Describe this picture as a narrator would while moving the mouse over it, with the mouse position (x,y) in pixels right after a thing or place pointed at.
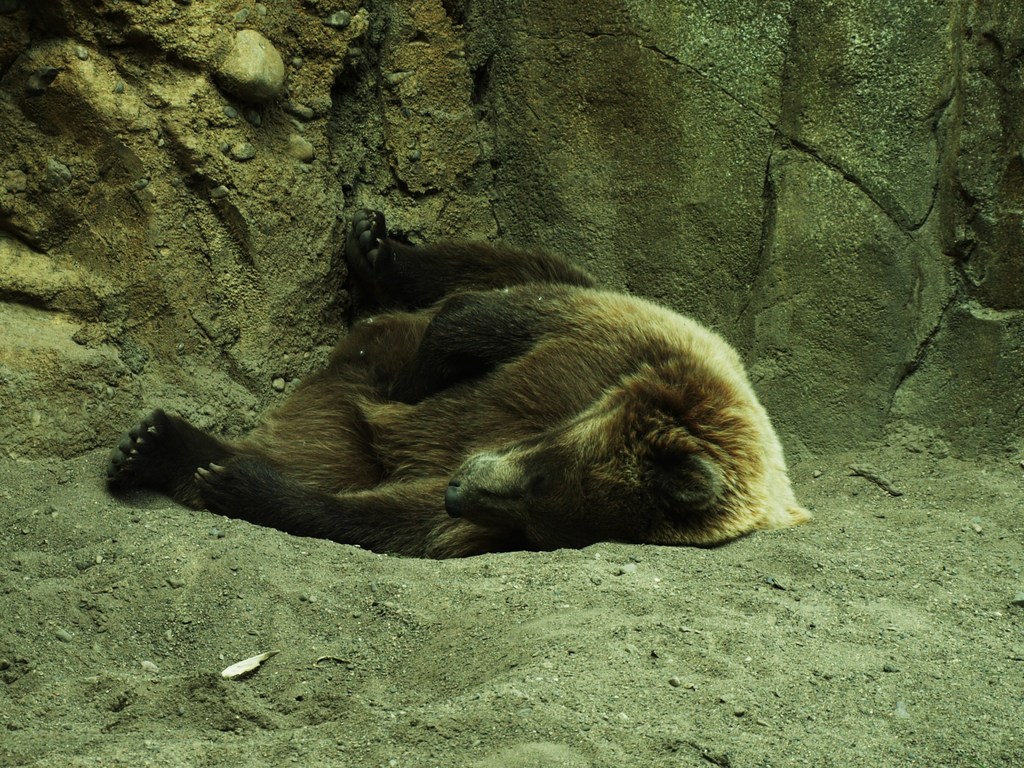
In the image there is a bear (565,390) laying on the land (277,642) and behind there is a stone wall (331,121).
